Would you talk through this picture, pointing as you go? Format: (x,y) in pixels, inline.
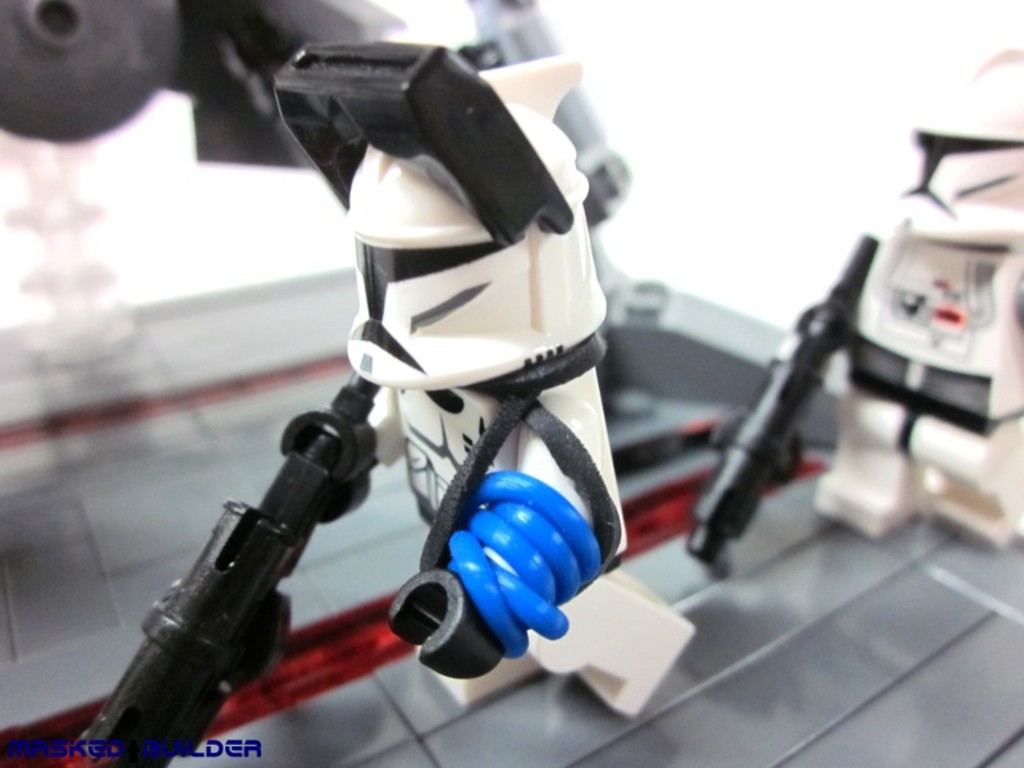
In this image there is a small robot toy (451,401) in the middle (520,458). In the background (927,352) there is another small robot (896,388) which is holding the gun (773,420).
